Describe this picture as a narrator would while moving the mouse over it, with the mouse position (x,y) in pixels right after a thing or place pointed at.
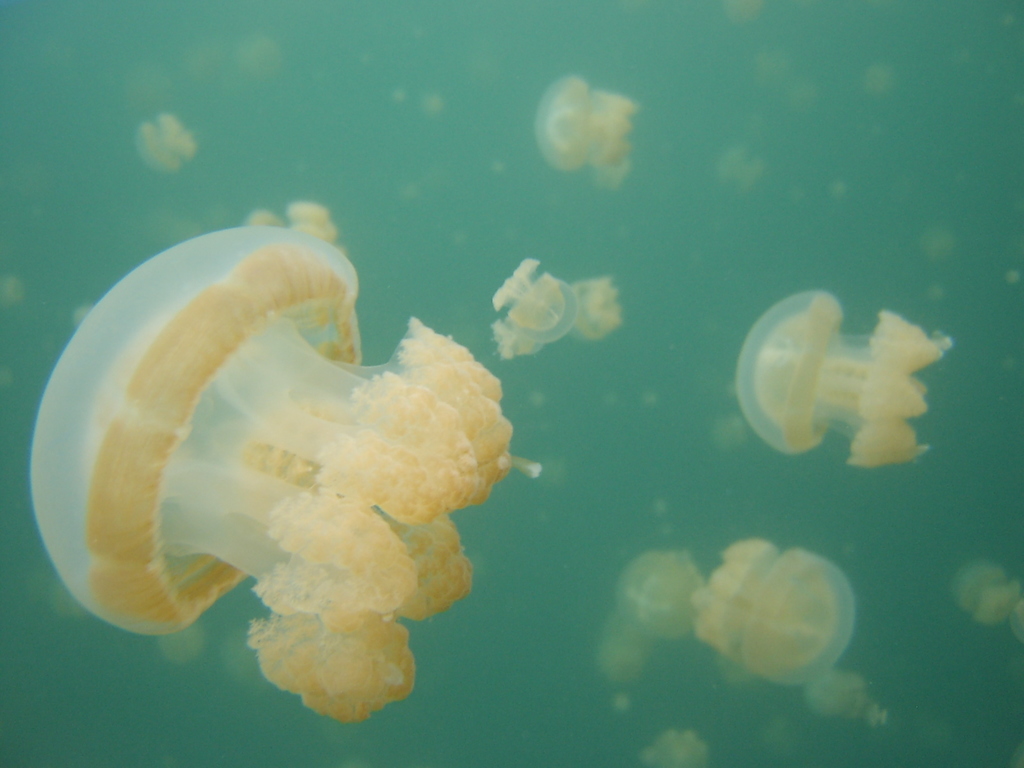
In this picture we can see jellyfish (471,469) in the water (501,268).
